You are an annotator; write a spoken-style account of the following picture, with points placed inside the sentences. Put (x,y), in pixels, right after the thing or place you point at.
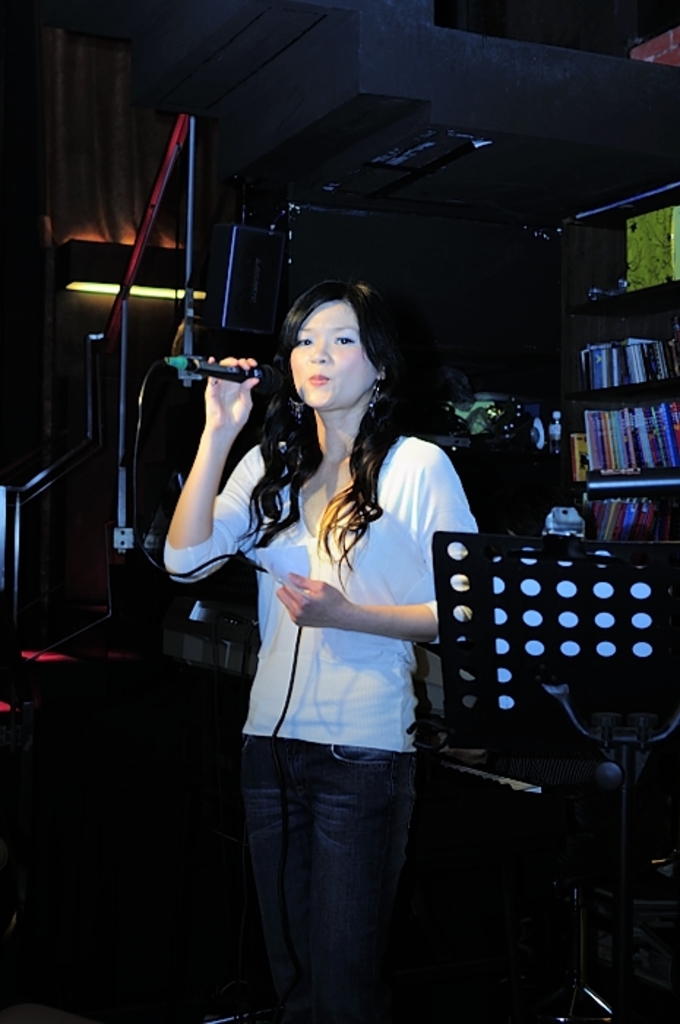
A woman (399,751) is standing and singing in a microphone (217,377). She wear a white color T-Shirt (310,654).
